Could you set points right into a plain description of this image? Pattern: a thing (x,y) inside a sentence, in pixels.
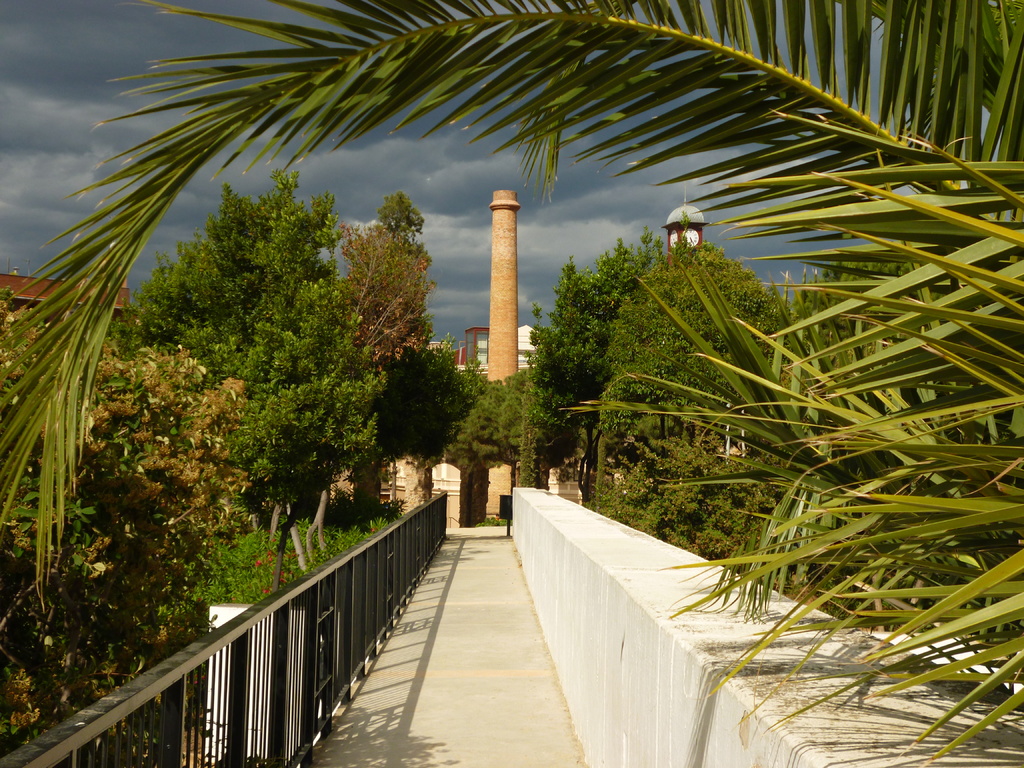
In this picture I can see the tower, building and trees (75,340). At the bottom (423,543) I can see the black fencing (315,638) and wall (838,730). In the top left corner (29,178) I can see the sky (26,72) and clouds (78,108).
